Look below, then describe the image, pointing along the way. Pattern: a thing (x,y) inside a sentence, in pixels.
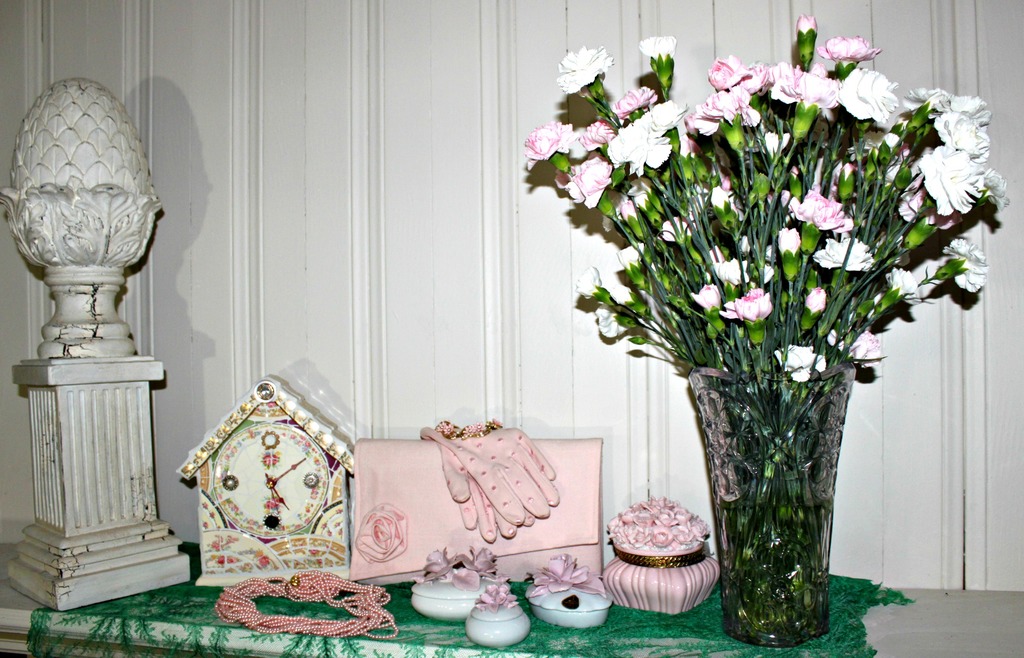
In this image we can see a flower vase (810,307) which is on the right side (932,97). This is a watch (265,385) and these are gloves (521,471).
